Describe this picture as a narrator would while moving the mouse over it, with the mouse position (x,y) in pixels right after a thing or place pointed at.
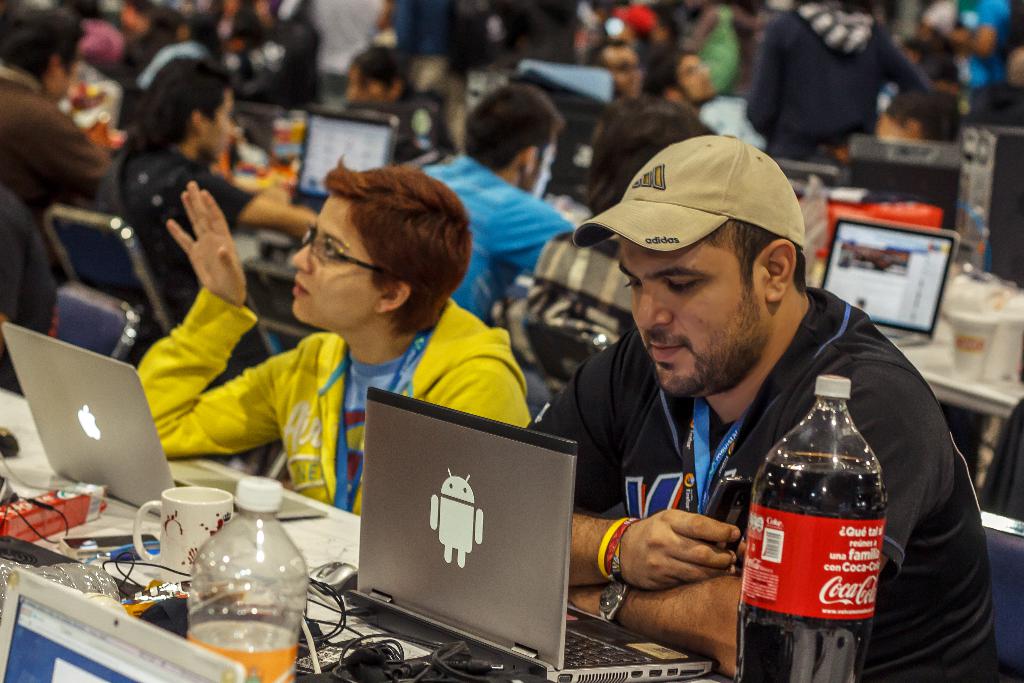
In this image we can see the people (438,320) sitting on the chairs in front of the table (120,508). On the table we can see there are laptops (366,487), wires (436,654), cups (206,500), bottles (256,598), mouse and few objects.
